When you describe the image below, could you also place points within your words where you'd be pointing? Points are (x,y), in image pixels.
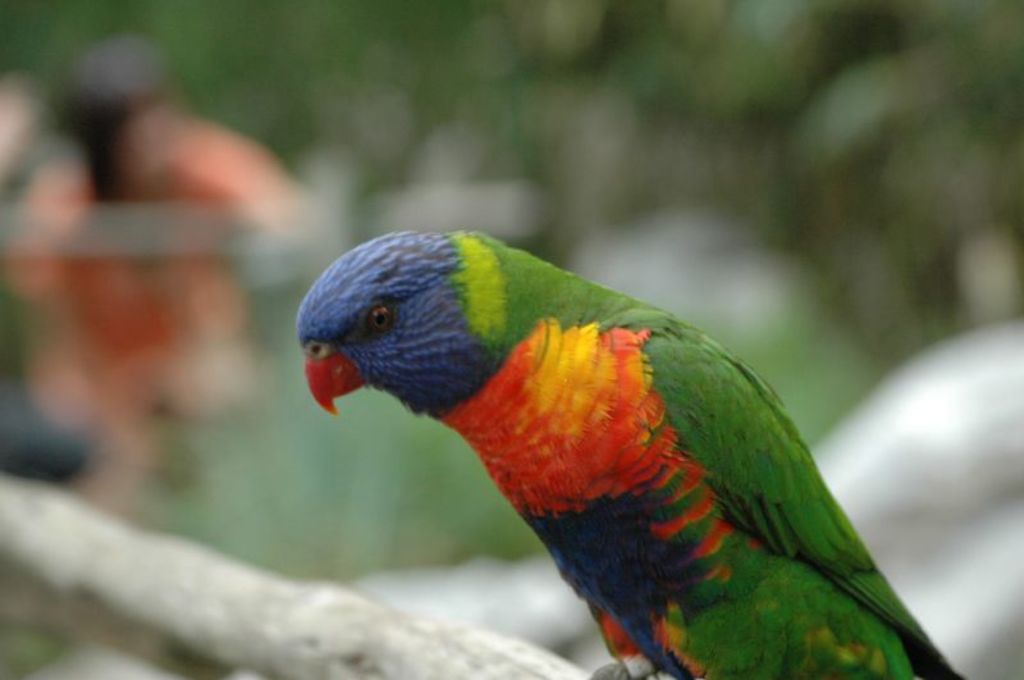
In the center of the image (399,243) there is a bird (622,679). The background of the image (144,425) is blurry.
